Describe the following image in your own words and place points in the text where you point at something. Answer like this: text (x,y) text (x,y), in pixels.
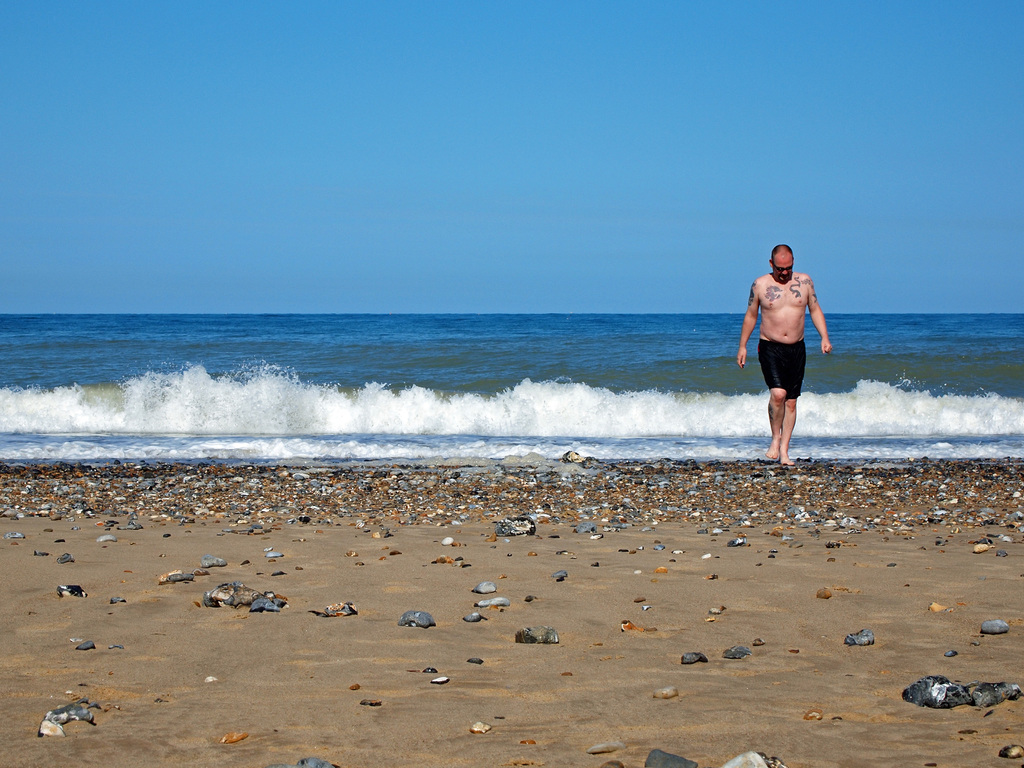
In the image we can see a man (785,316) wearing shorts (785,350) and he is walking, these are the stones (452,485). This is a sand (302,659), water (308,365) and a sky (294,139).
